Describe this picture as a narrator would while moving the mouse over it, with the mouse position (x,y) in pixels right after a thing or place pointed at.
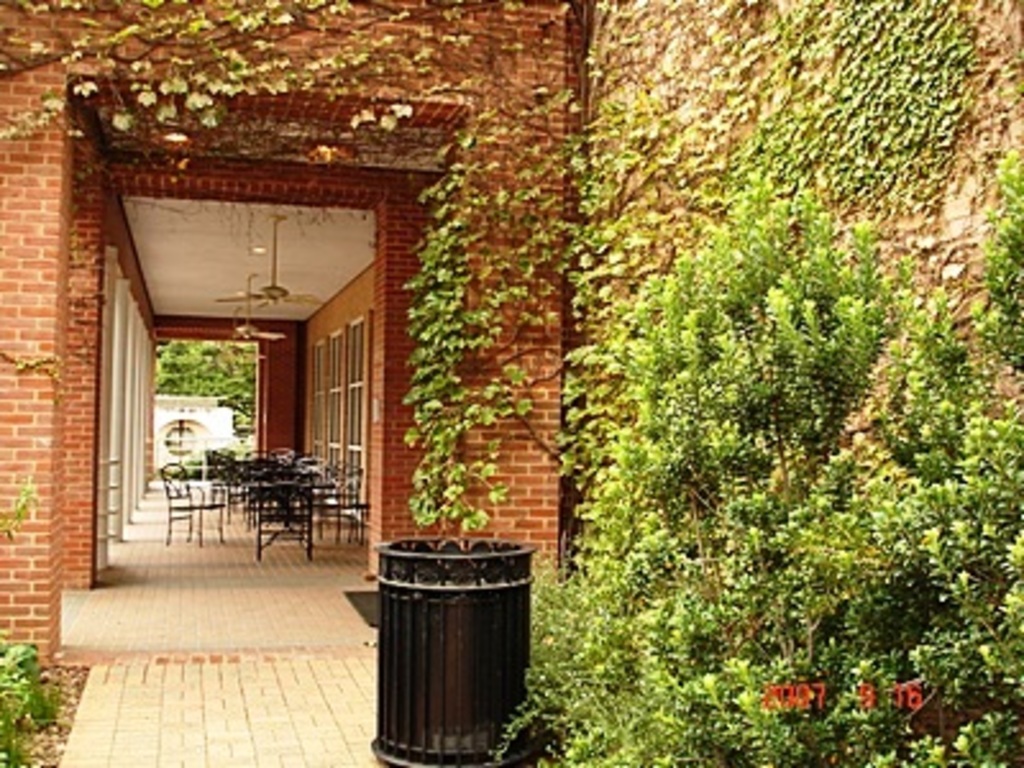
In the image there are many plants (735,532) and in front of the plants (469,514) there is a black object (472,715) on the ground (346,654) and in front of that there are many tables (260,484) and chairs (285,503) beside the windows (344,404) inside the arch (103,93) and in the background (199,373) there are some trees (212,386).
